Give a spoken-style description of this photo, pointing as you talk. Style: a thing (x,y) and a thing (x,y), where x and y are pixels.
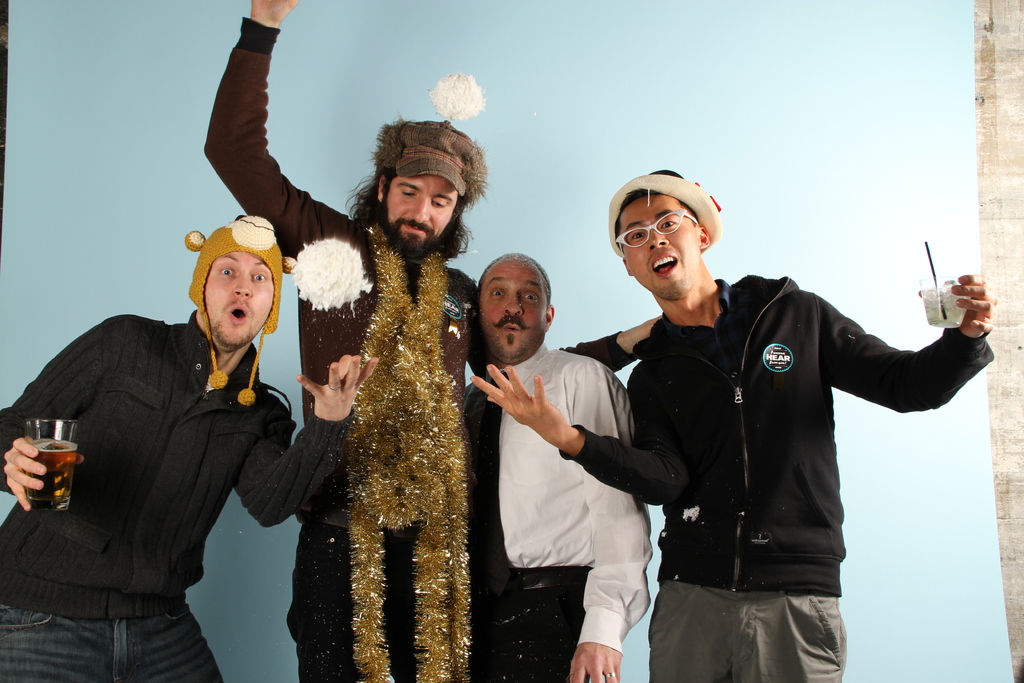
In the front of the image (440,356) there are four people (447,394). Among them two people (551,434) are holding objects (35,503) and one person (415,300) wore golden tinsel garland (366,586) and cap (415,175). In the background of the image (739,135) there is a banner (809,112).
